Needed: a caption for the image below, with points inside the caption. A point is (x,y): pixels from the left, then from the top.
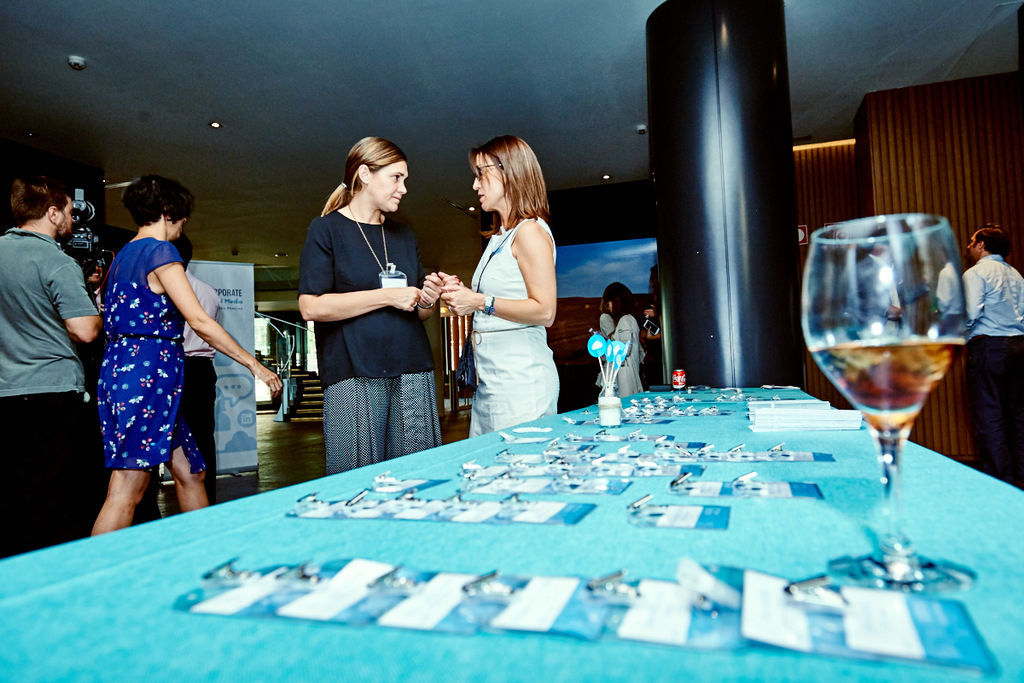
This picture deal with the group of person (363,305) in the hall (577,401), we can see blue large table (627,662) on which the id card (894,609) are placed, behind that we can see wooden wall (893,158) and black pillar (736,160), beside that we can see a woman (519,317) wearing white gown (531,342) is shaking hand (417,297) with other woman (353,323) in black gown (328,283), A woman (140,308) wearing blue color full dress (132,340) is passing straight and a camera man (51,272) with camera (78,224) is shooting straight towards the projector screen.
